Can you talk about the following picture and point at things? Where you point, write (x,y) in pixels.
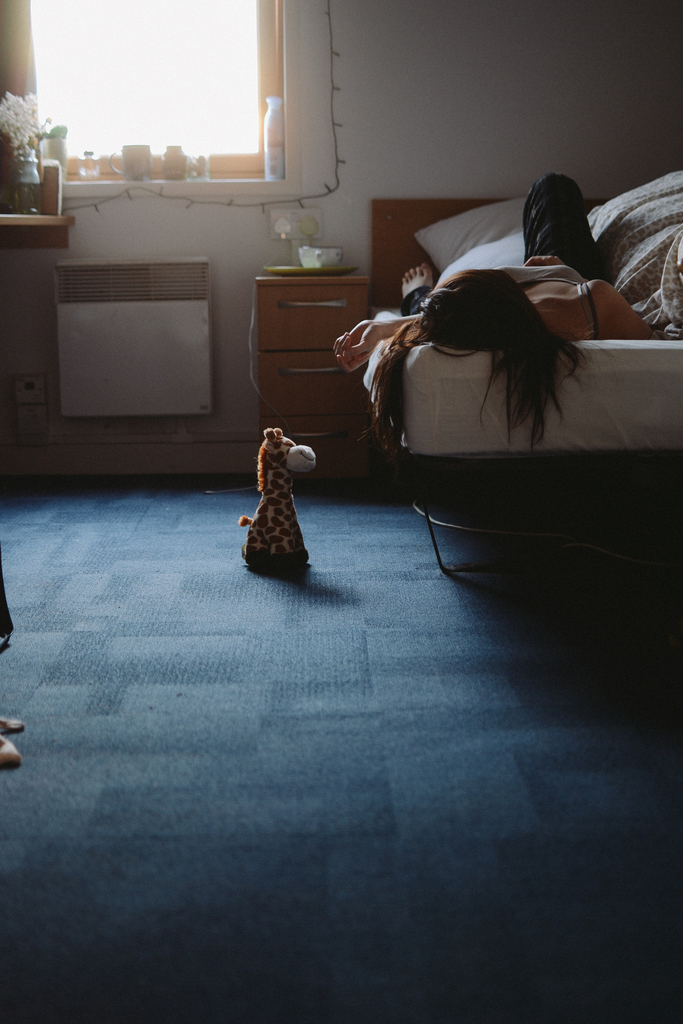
In this picture a woman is lying on the bed (564,368), here is the pillow (465,226), and here is the window (110,58) and flower vase (32,167) on the table (25,228), and the toy (273,530) on the floor (117,544).
